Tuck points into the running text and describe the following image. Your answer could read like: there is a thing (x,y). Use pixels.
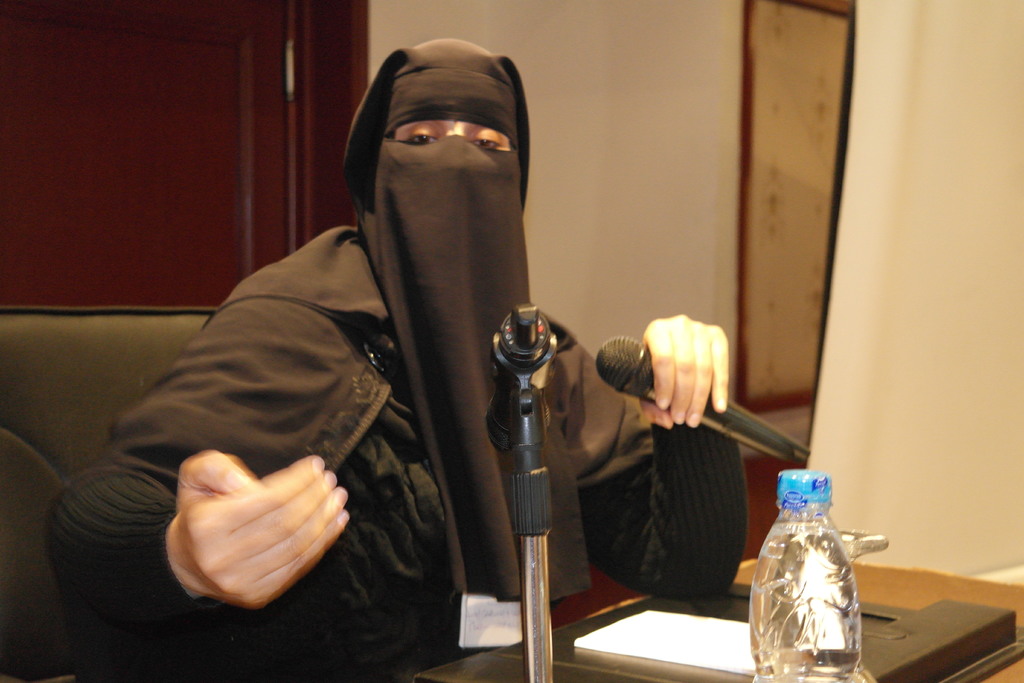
Here we can see a woman (149,664) sitting on a sofa (27,661) and she is speaking on a microphone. This is a wooden table (941,579) where a file (908,640) and a bottle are kept on it.
